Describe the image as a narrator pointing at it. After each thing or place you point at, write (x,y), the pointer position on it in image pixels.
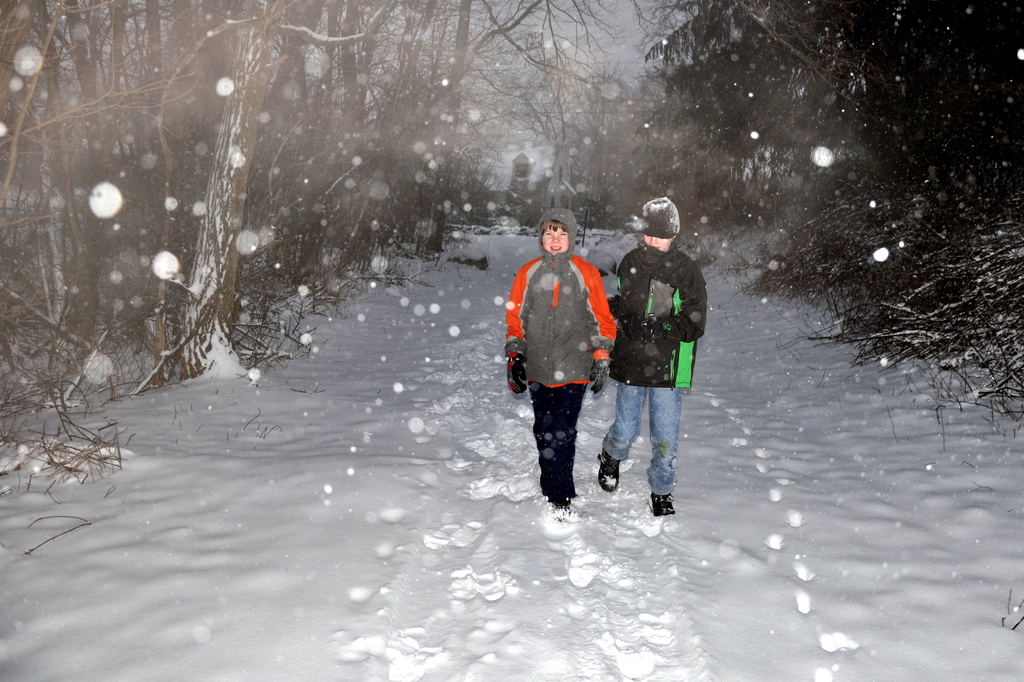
Here we can see two persons (544,410) walking on the snow (497,419). In the background (320,151) there are trees (749,8), house (519,171) and falling of snow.
